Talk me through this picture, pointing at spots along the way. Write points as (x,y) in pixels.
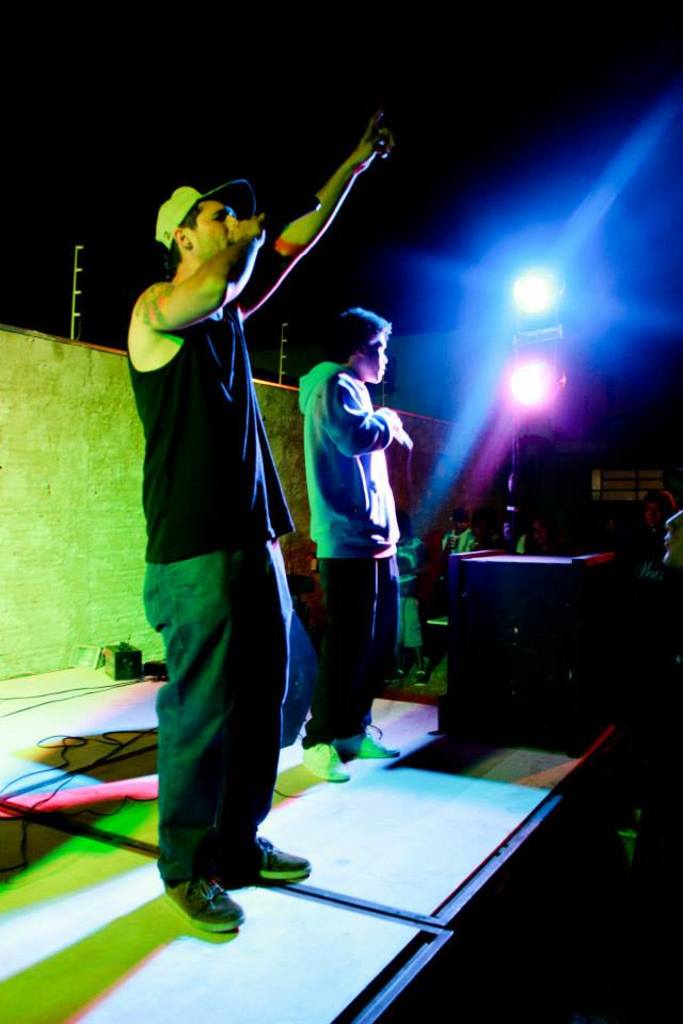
In this image we can see people (381,523). On the right (517,407) there are lights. At the bottom (368,868) there is a dais (329,903) and we can see a speaker (475,699). In the background (105,441) there is a wall (115,539) and we can see wires (112,733).
